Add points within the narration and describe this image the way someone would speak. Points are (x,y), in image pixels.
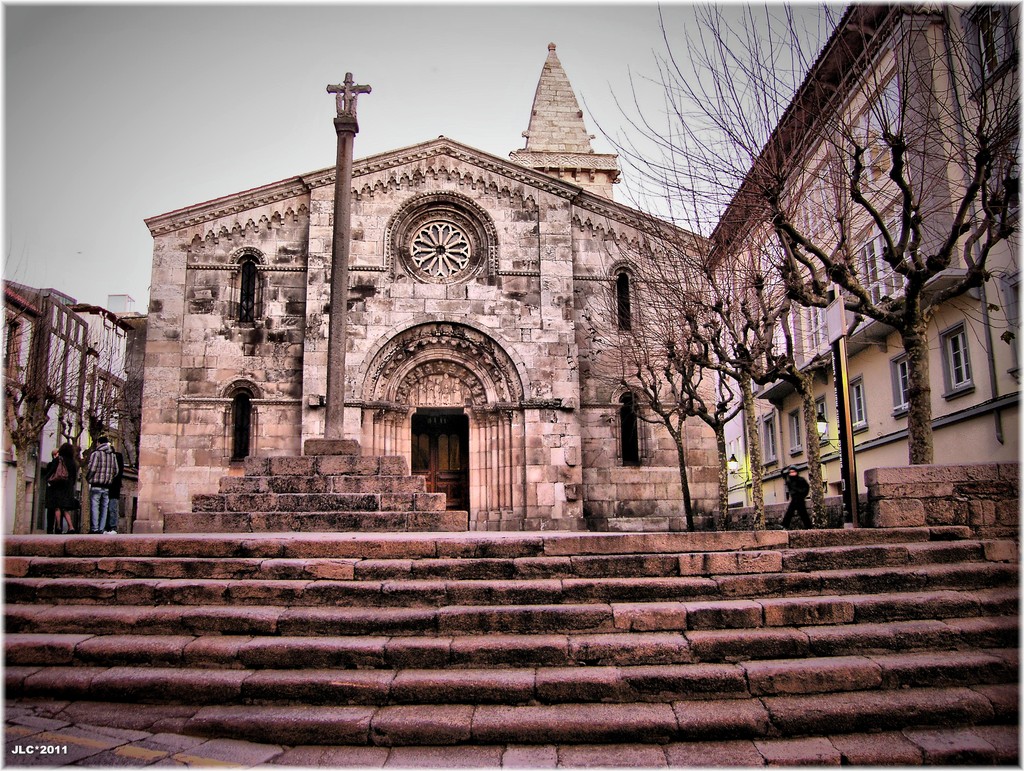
In this picture we can see some people (69,480) are walking. In front of the people (48,462), there is a pillar (340,138), trees (832,271) and buildings (283,222). Behind the buildings (297,197) there is the sky (150,66). On the image there is a watermark (30,754).
